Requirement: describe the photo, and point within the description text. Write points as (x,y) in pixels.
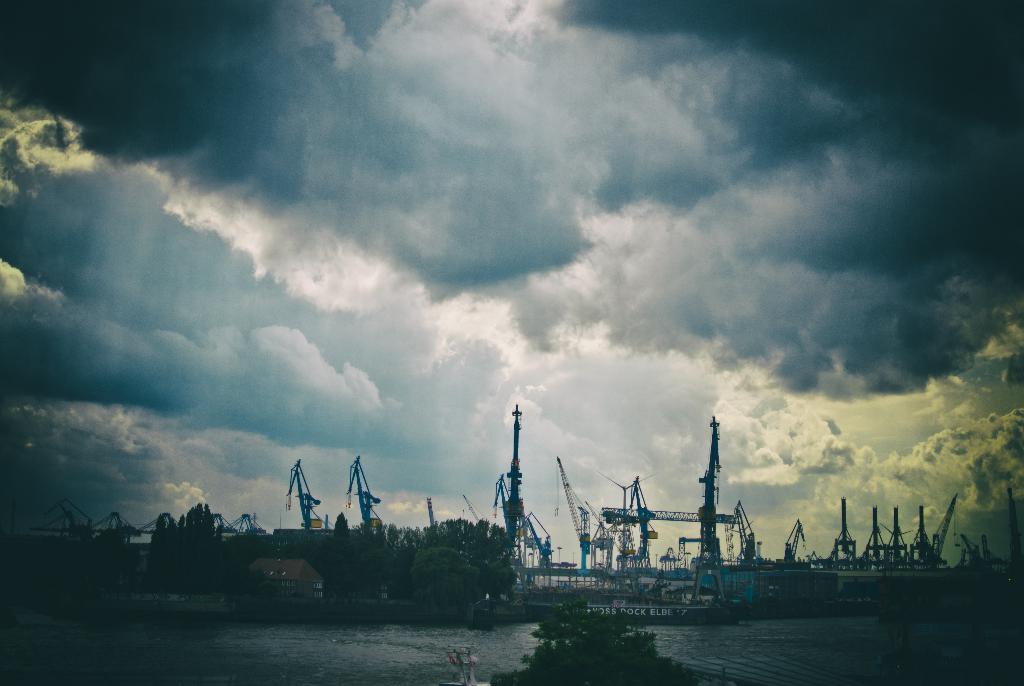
In this image, we can see a dock (626,608) contains some cranes (842,520) and trees (211,514). There are clouds (446,198) in the sky (828,384).
